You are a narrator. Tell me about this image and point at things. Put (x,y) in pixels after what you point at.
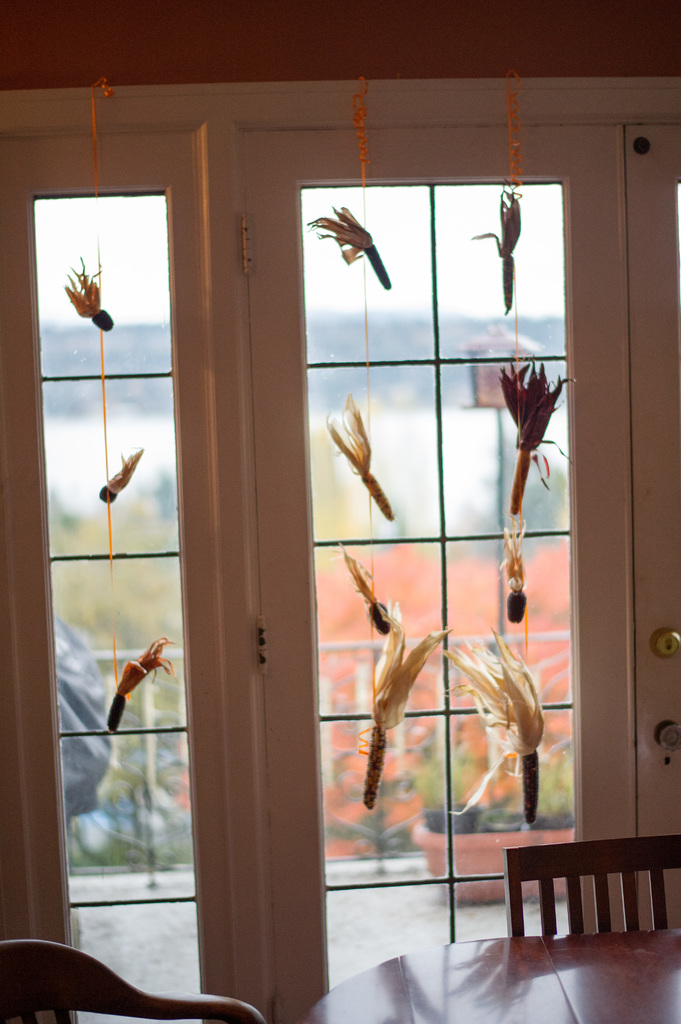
This is an inside view. At the bottom (436,992) there is a table (358,993) and two chairs (119,987). In the middle of the image (242,576) there is a window (448,704) through which we can see the outside view. To the window (348,342) there are few objects (361,451) hanging which seems to be the leaves (534,448).
